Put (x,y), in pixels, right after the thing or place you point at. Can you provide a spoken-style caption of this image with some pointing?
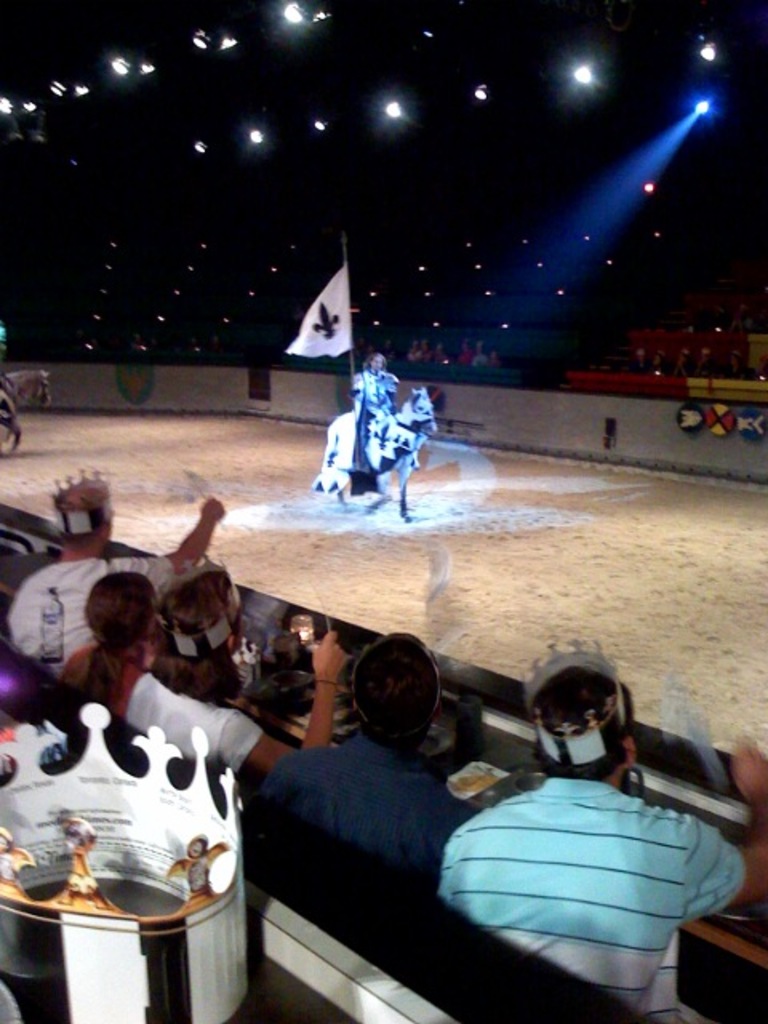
In this image at the center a person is sitting on the horse (393,435) by holding the flag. On both right and left side of the image (256,804) people (388,793) are sitting on the chairs (315,858). In front of the people (441,792) there is a table (490,757) and on top of the table (482,718) there are few objects (277,661). On top of the roof (344,101) there are lights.
